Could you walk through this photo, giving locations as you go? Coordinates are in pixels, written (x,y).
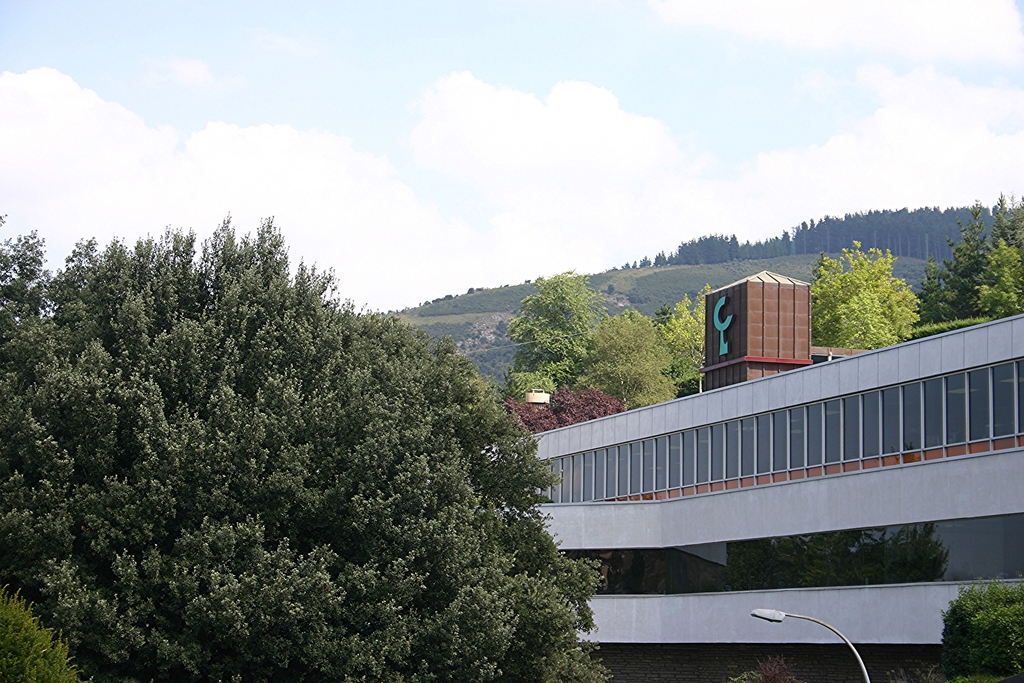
In this image I can see number of trees (941,301) and on the right side of this image (795,366) I can see a building (854,509) and a street light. In the background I can see clouds (976,17) and the sky (357,123).
